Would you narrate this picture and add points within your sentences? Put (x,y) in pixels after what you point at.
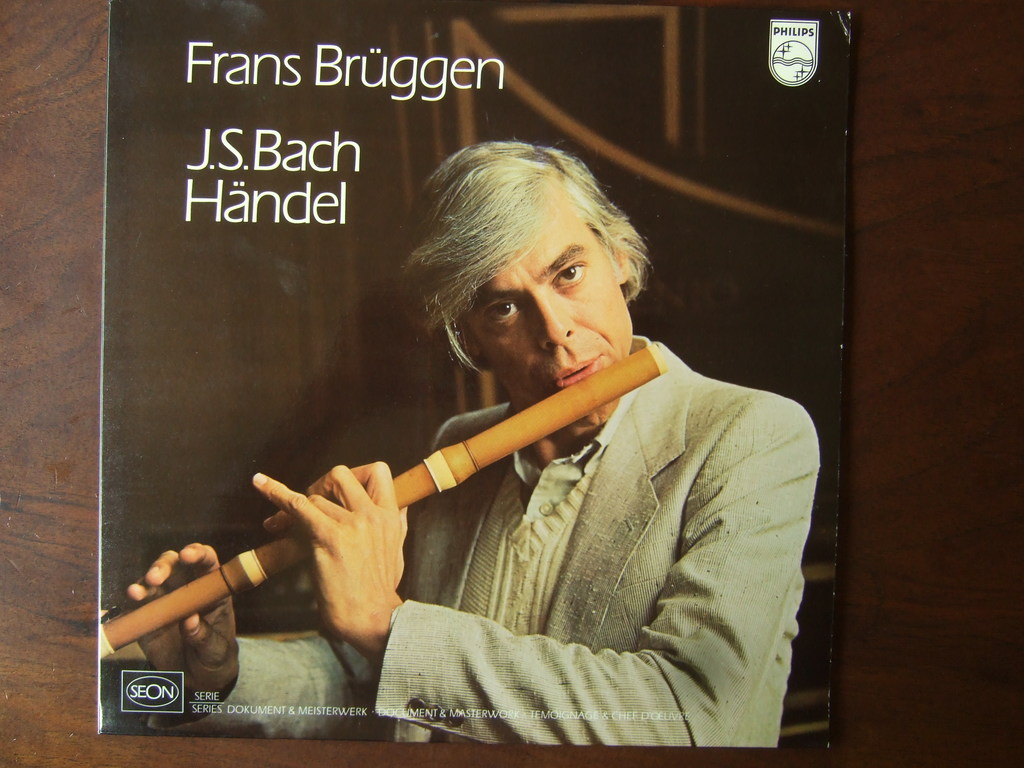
This image consists of a poster (393,428). In which we can see a man (597,561) playing a flute (256,569). In the background (11,485), there is a wall (6,419). And we can see a text (341,188) on the poster (363,437).
